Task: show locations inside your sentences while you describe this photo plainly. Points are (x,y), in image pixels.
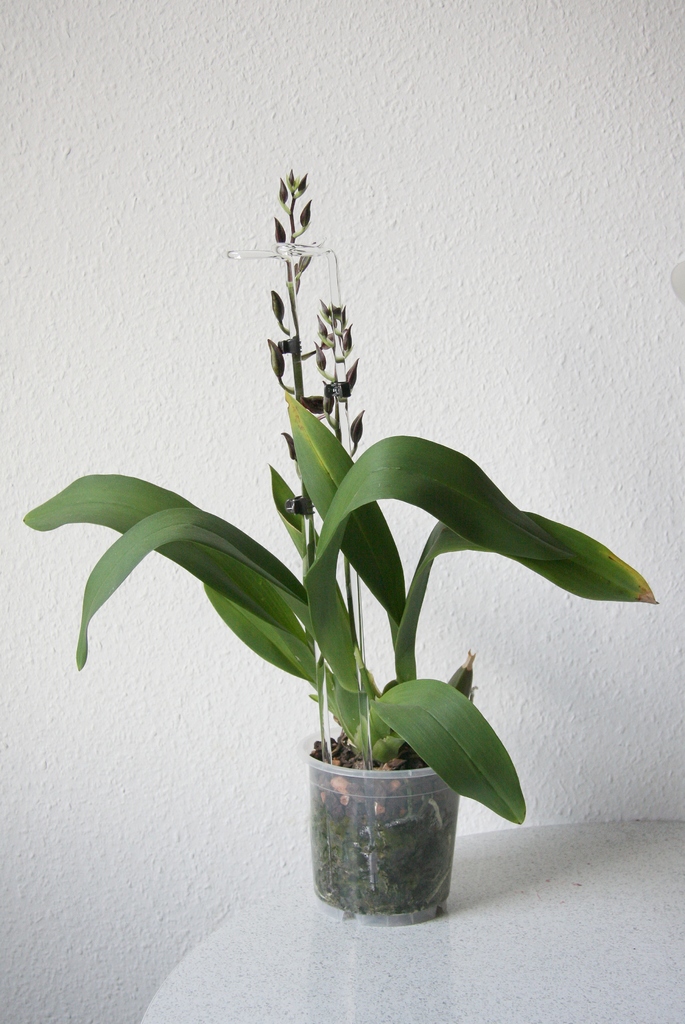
In this image, we can see a plant (391,744) in a container (376,851) is placed on the surface (293,1018). We can also see the wall (126,470).
